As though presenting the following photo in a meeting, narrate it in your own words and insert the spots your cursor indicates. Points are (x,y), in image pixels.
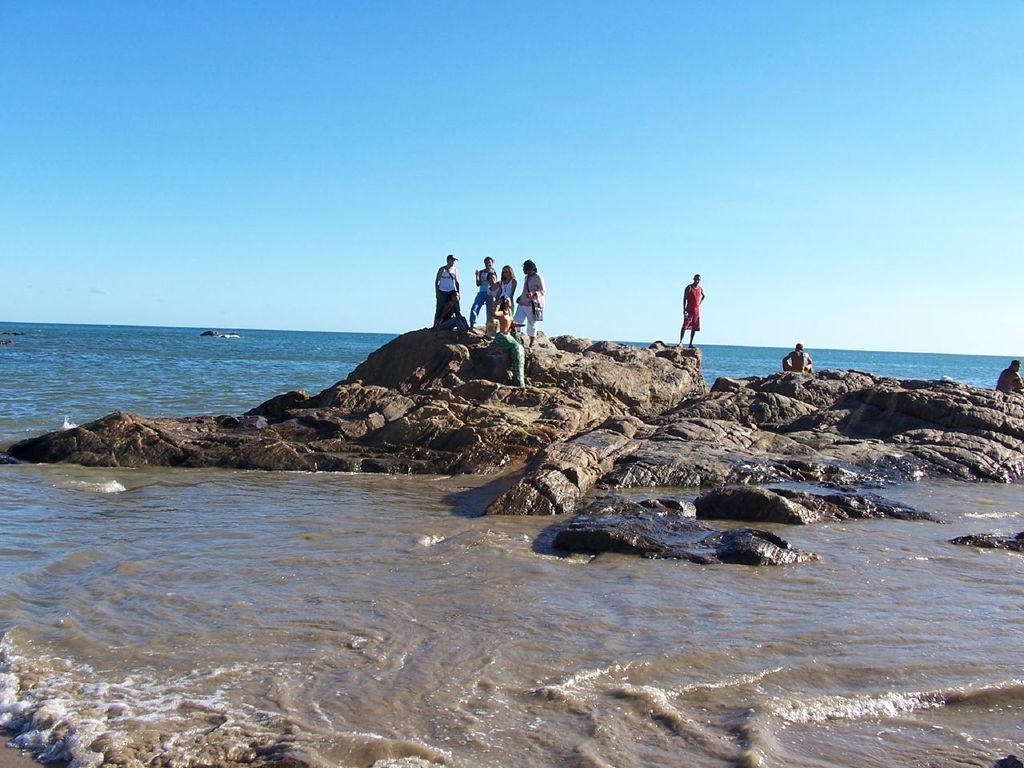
In this image, we can see some water (306,362). There are a few people (478,283). We can see some rocks (543,419). We can see the sky (284,274).
